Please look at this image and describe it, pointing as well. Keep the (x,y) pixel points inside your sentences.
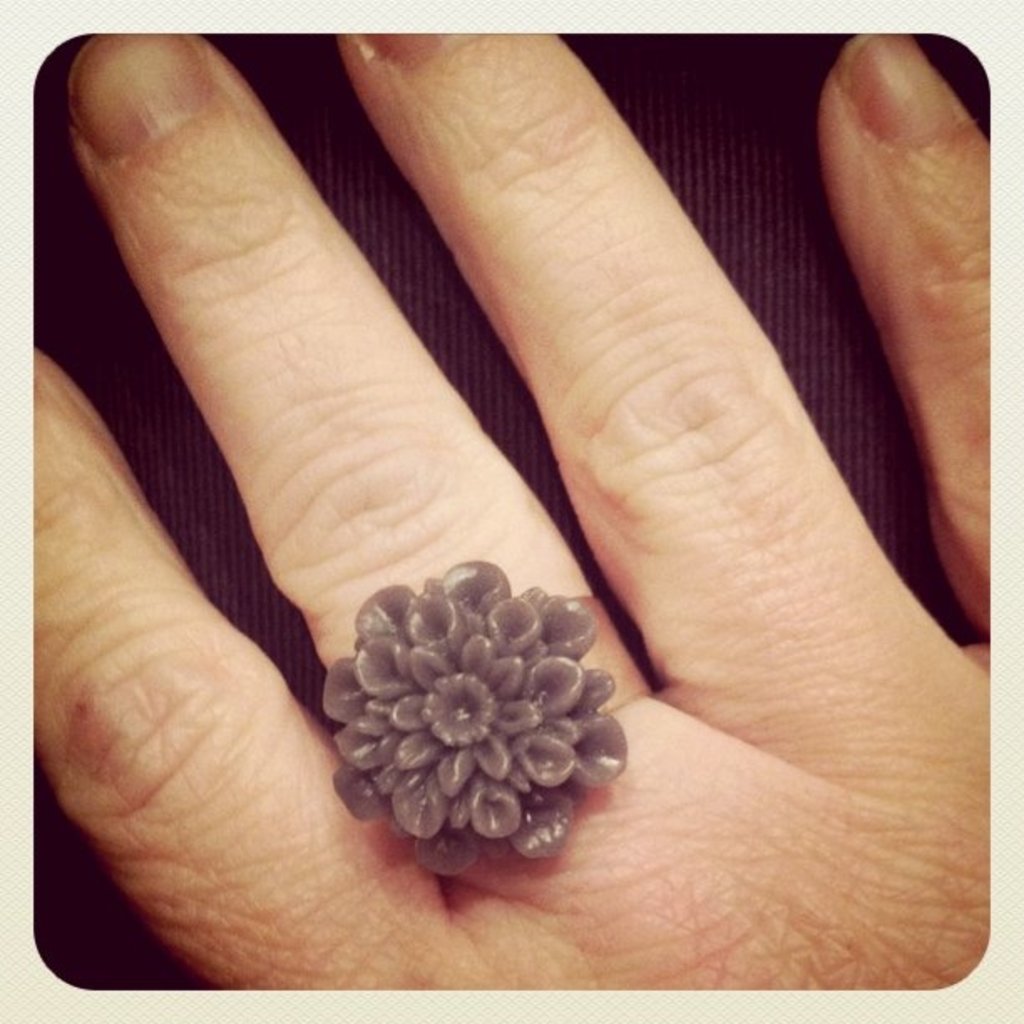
In this image there is a ring (518,727) on a person's ring finger (308,566).
